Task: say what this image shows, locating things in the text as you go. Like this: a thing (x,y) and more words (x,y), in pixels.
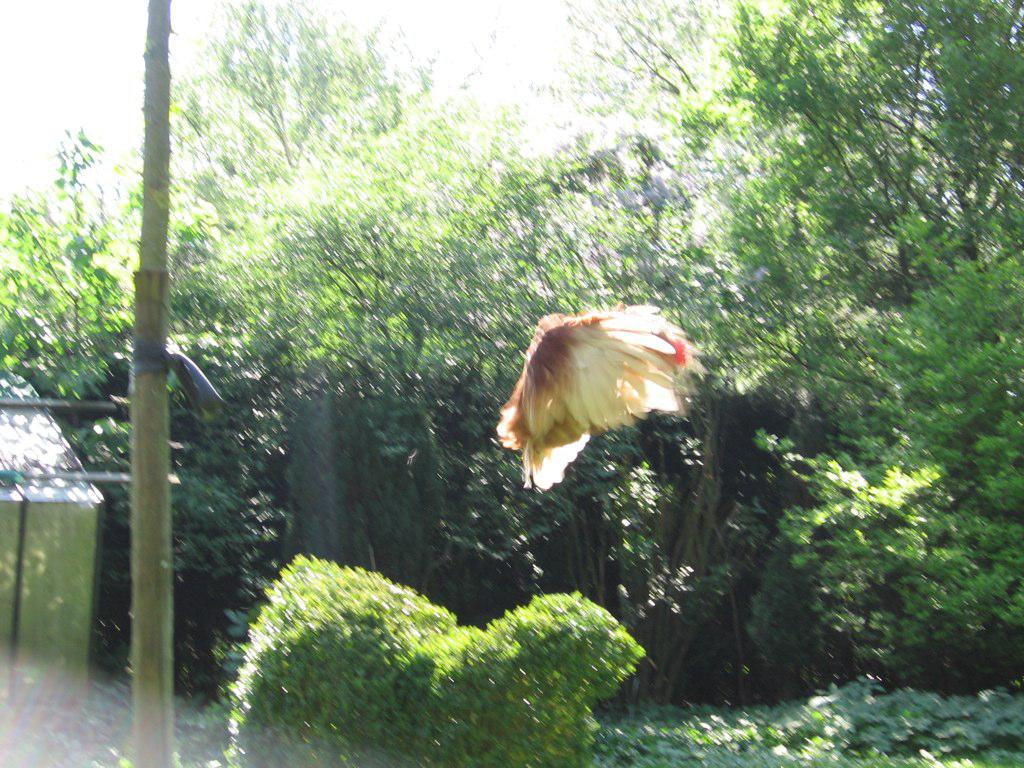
In this image I can see a bird (544,457) in brown and cream color. Background (681,451) I can see plants (220,716) and trees (286,526) in green color, a wooden pole (148,241) and the sky (530,96) is in white color.
